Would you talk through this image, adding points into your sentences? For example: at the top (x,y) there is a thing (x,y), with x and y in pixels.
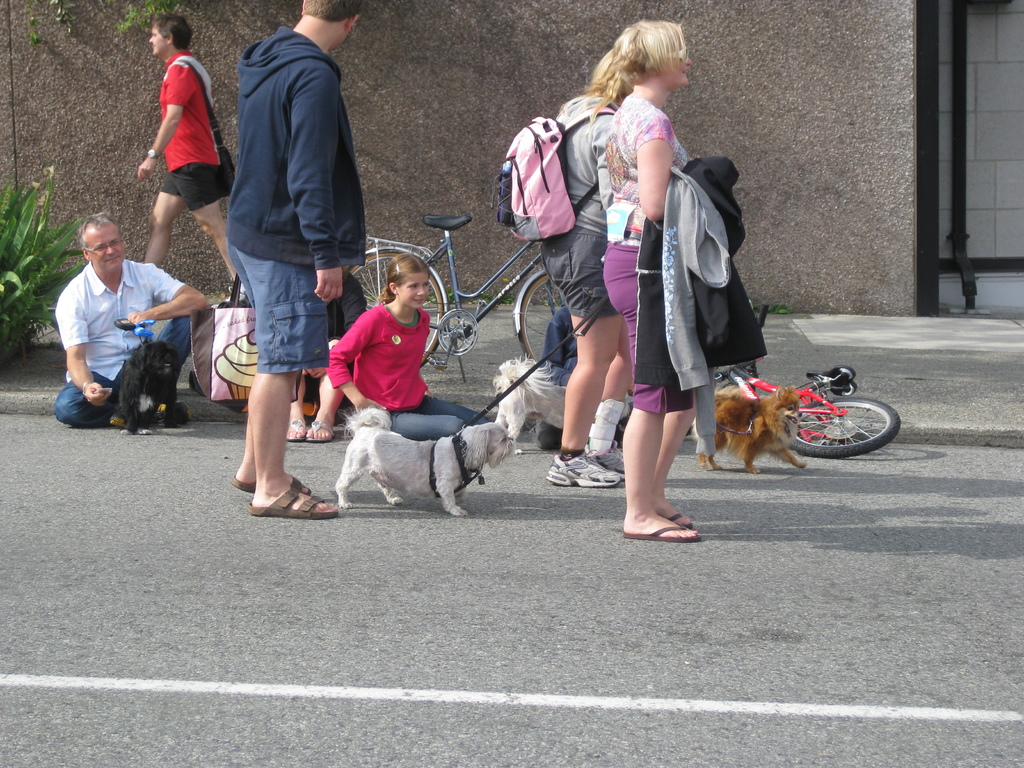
As we can see in the image there is a wall (815,243), road (351,577). On road (513,581) there is a bicycle (469,333), few people (311,55) standing and dogs (513,405).
